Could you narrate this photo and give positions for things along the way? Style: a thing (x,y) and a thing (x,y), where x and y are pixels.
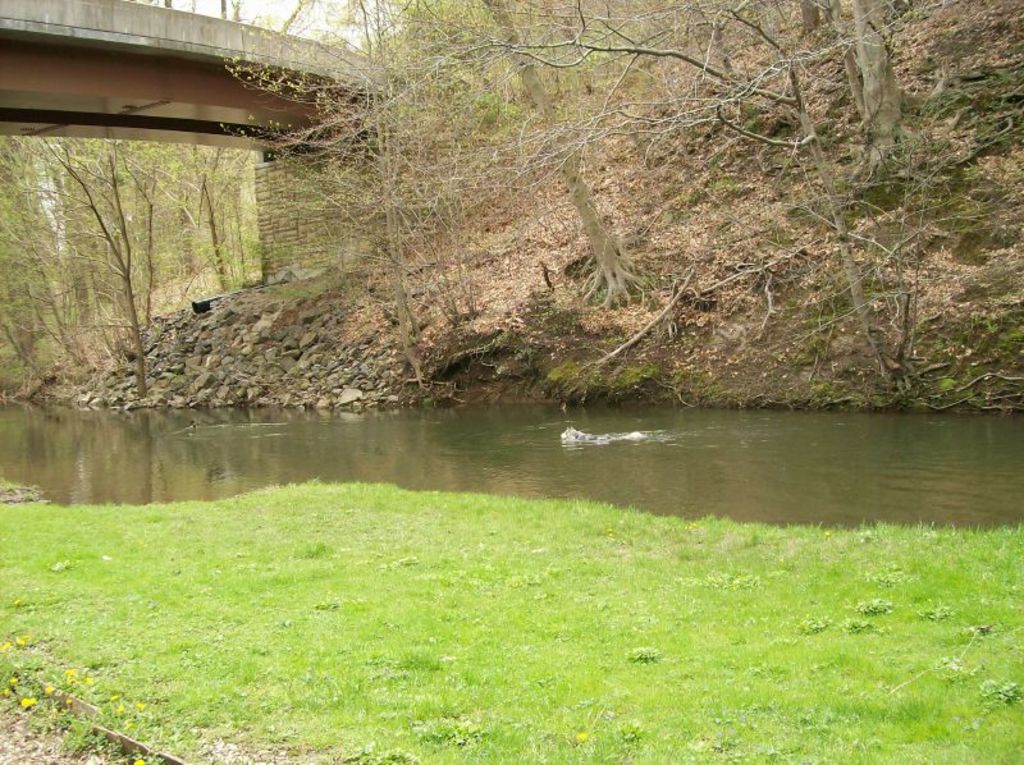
Front portion of the image we can see grass (505,541) and water (520,440). Background (169,389) portion of the image there are trees (526,141), rocks (239,370), wall (284,240) and bridge (217,95).
